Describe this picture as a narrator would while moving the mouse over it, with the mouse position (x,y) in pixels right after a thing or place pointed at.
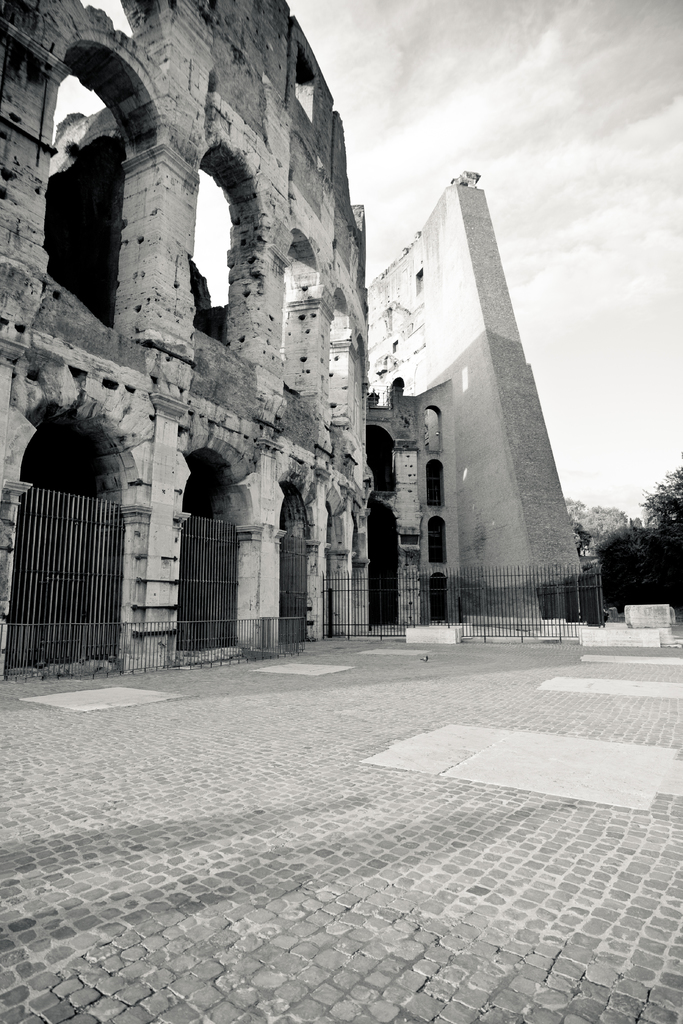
This picture is clicked outside the city. Here, we see a building (281,506) or a monument (277,518). Beside that, we see an iron railing (275,639). On the right corner of the picture (680,478), there are trees (632,562) and at the top of the picture (566,173), we see the sky (485,15). At the bottom of the picture (308,708), we see a road (282,968) which is made up of cobblestones (340,936). This is a black and white picture.
